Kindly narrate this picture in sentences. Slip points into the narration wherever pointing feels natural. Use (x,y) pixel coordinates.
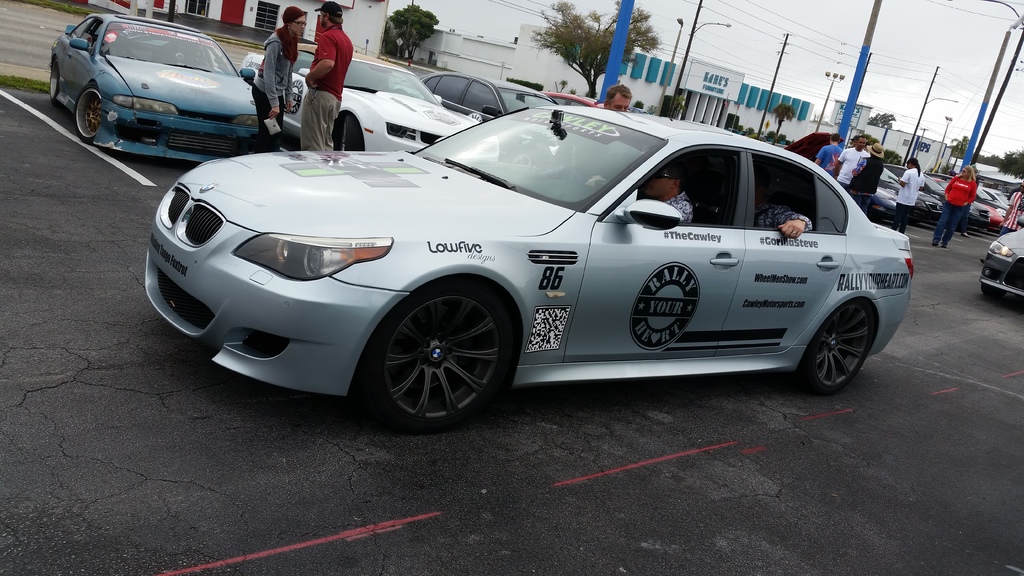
In the picture I can see cars (459,237) and people (837,167) standing on the ground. I can also see trees (596,64), buildings (642,79), poles (683,87) which has wires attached to them, street lights (670,65) and some other objects (703,71). In the background (731,47) I can see the sky (712,51).
